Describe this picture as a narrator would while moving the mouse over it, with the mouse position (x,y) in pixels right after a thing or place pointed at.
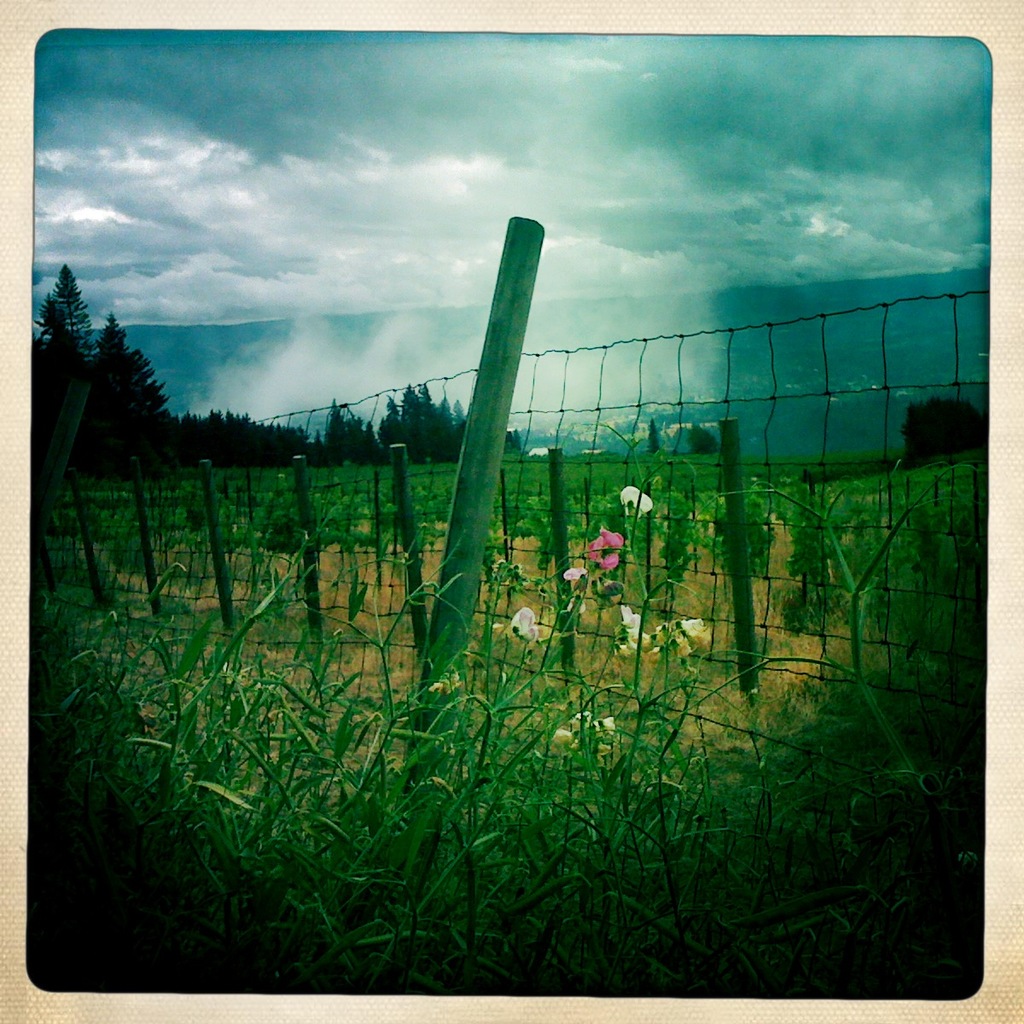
Here we can see plants (754,716), fence (772,632), poles (60,464), and flowers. In the background (544,437) there are trees (911,441) and sky (723,208) with clouds (762,215).
